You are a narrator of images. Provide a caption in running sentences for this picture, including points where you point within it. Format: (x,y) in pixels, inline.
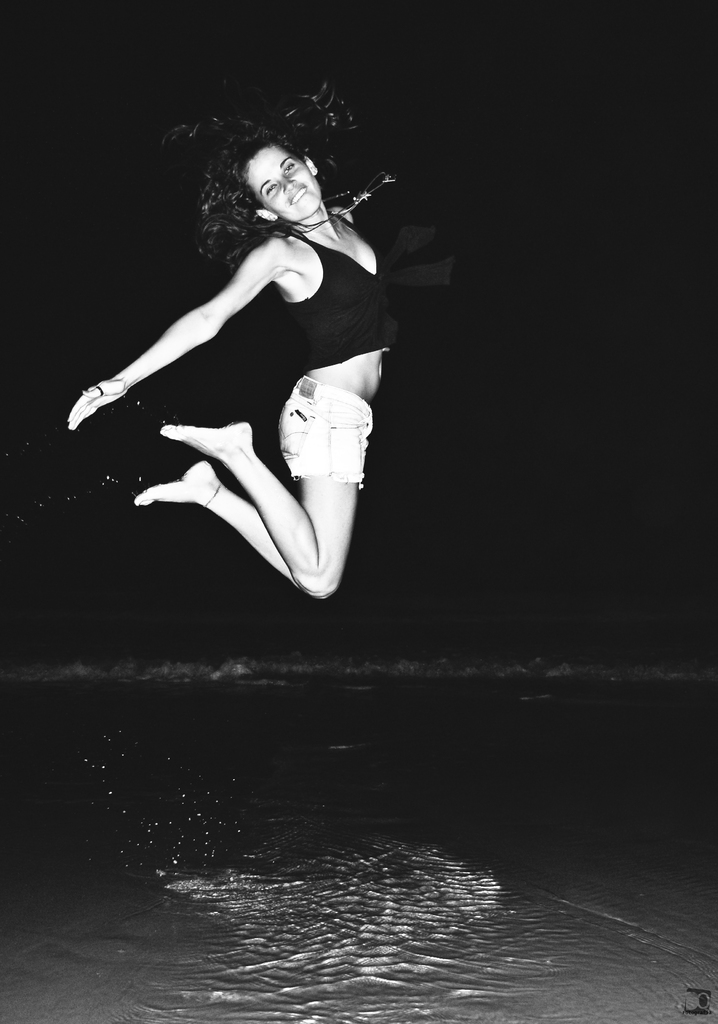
In the picture we can see a woman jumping from the water surface (309,906).
